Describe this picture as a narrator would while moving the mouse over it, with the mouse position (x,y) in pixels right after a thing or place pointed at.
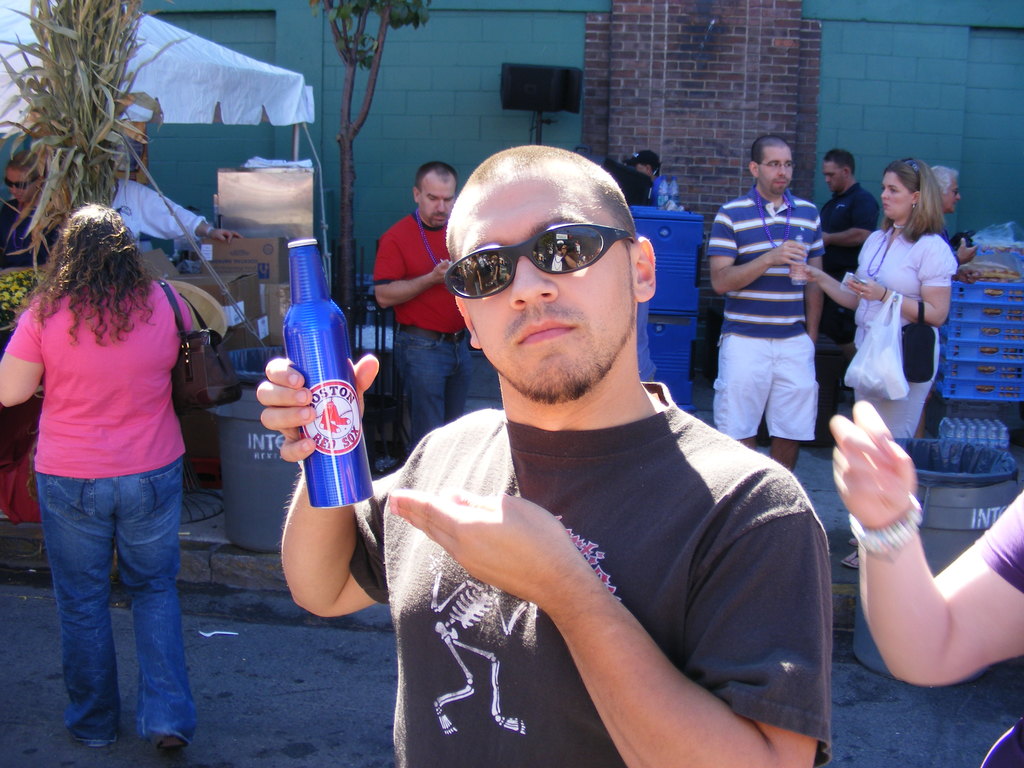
In this picture I can see a man (299,412) holding a bottle (308,278), there are group of people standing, there are trees (378,45), there is a tent (22,23), there are cardboard boxes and some other objects (22,481), and in the background (671,124) there is a wall (671,124).
